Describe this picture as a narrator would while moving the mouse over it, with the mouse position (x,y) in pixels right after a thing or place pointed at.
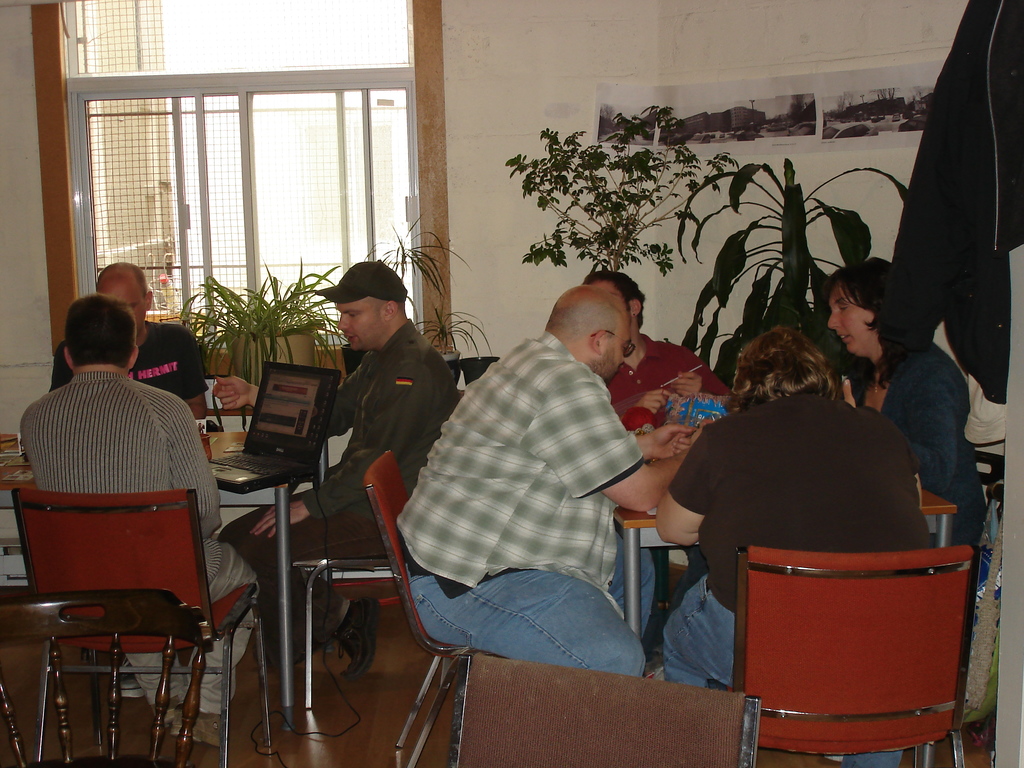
In the image we can see there are people (112,350) who are sitting on chair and on the table (234,444) there is a laptop (295,431) and behind the people (597,443) there are plants (722,261).
